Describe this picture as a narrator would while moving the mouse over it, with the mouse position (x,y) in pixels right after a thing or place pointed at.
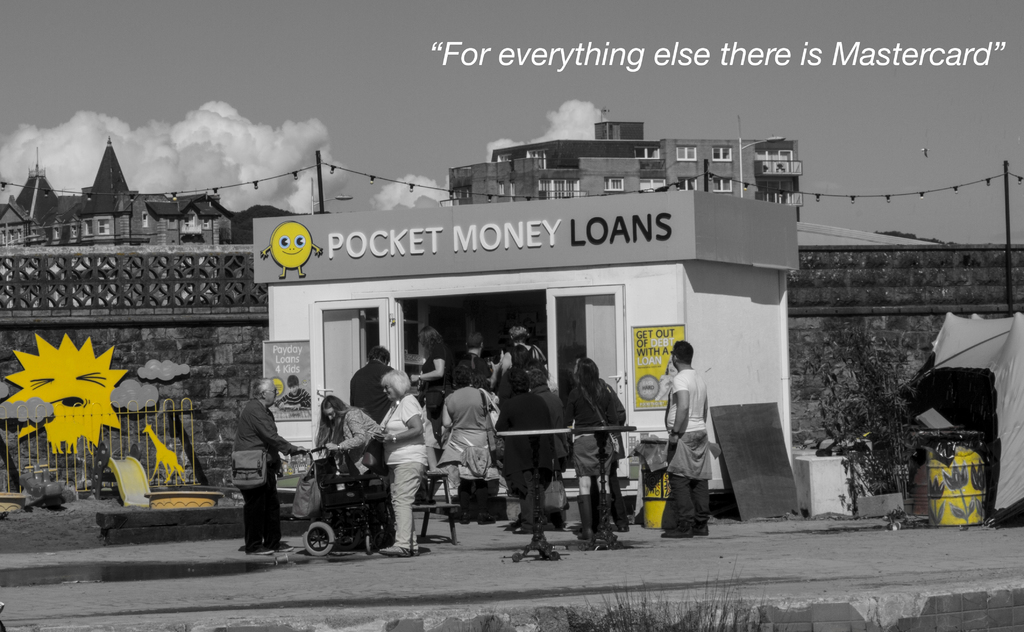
This is a black and white edited image, in this image there are people (463,436) doing different activities, in the background (89,417) there is a railing (147,409), beside that there is a shop (736,327), behind the shop (737,264) there is a wall (61,279), behind the wall (67,273) there are buildings (692,161) and the sky (494,77) and there are few yellow colored items (650,373), on the top right (948,45) there is text (898,48).
